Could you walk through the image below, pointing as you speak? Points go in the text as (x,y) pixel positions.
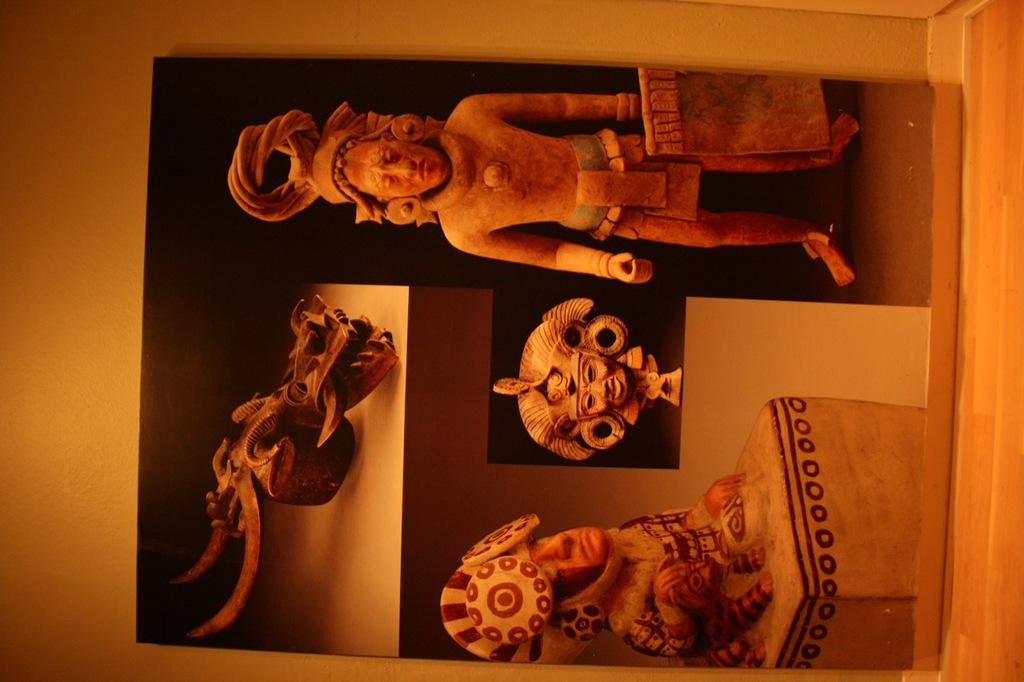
Here in this picture we can see some hand carved statues (544,435) and sculpture (344,410) present in the poster (287,428) over there.
